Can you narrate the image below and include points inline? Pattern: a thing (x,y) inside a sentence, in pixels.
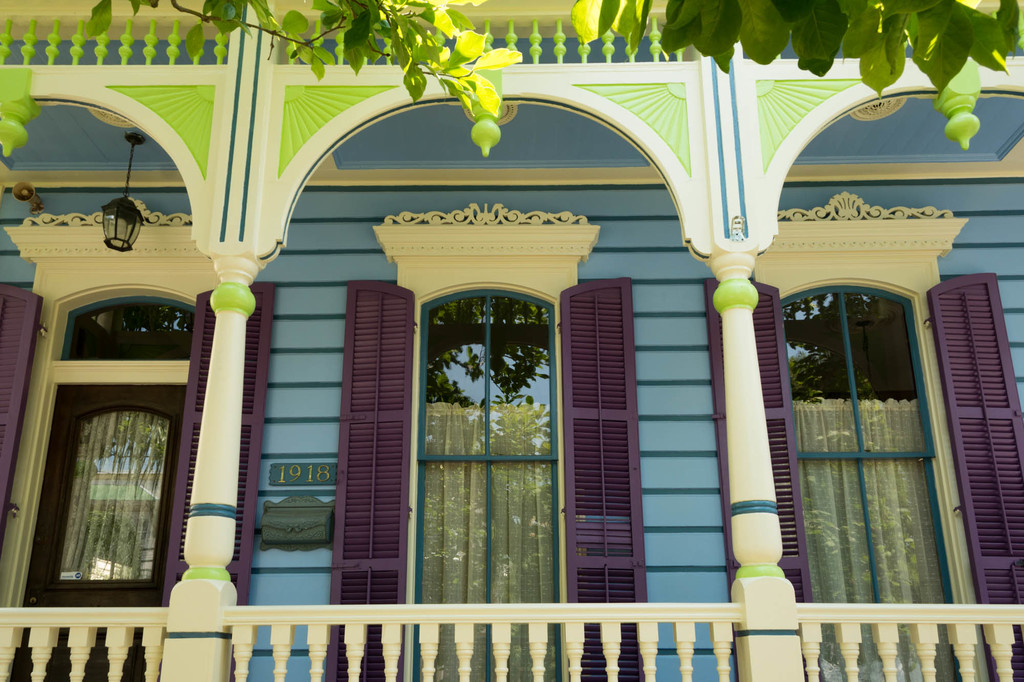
In this picture we can observe a building (742,294). There are two pillars (215,496). We can observe a door (78,582) on the left side (133,504) and two windows (514,509). We can observe a light (115,221) hanging from the ceiling (149,165). There is a tree (271,15). The building (334,269) is in blue and green color. There is a railing (311,649) which is in cream color.
